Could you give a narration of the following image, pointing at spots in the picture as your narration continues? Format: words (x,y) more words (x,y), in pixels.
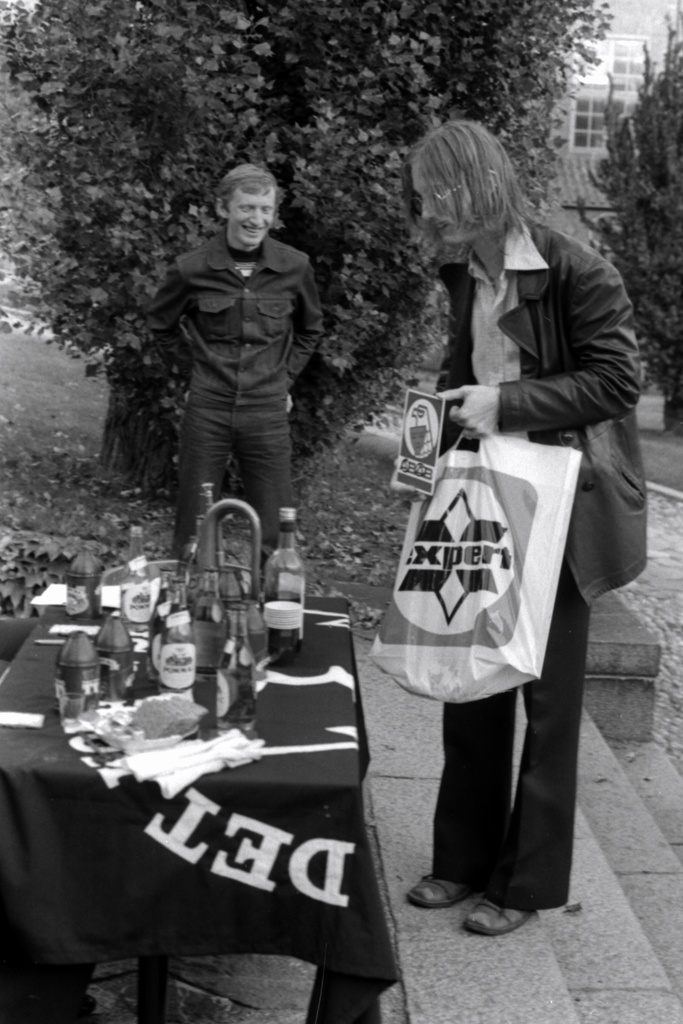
In the image there are two people (205,326). On right side (514,374) there is a man (526,281) holding a carry bag (481,490) and standing in front of a table (330,625), on table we can see some wine bottles (287,569) and a cloth (284,851), tissue (180,743), bowl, paper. In middle (242,405) there is another man (249,358) who is standing and smiling. In background (138,135) we can see some trees (326,107), building (571,107), window (594,107) which are closed on bottom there is a grass (34,494).
